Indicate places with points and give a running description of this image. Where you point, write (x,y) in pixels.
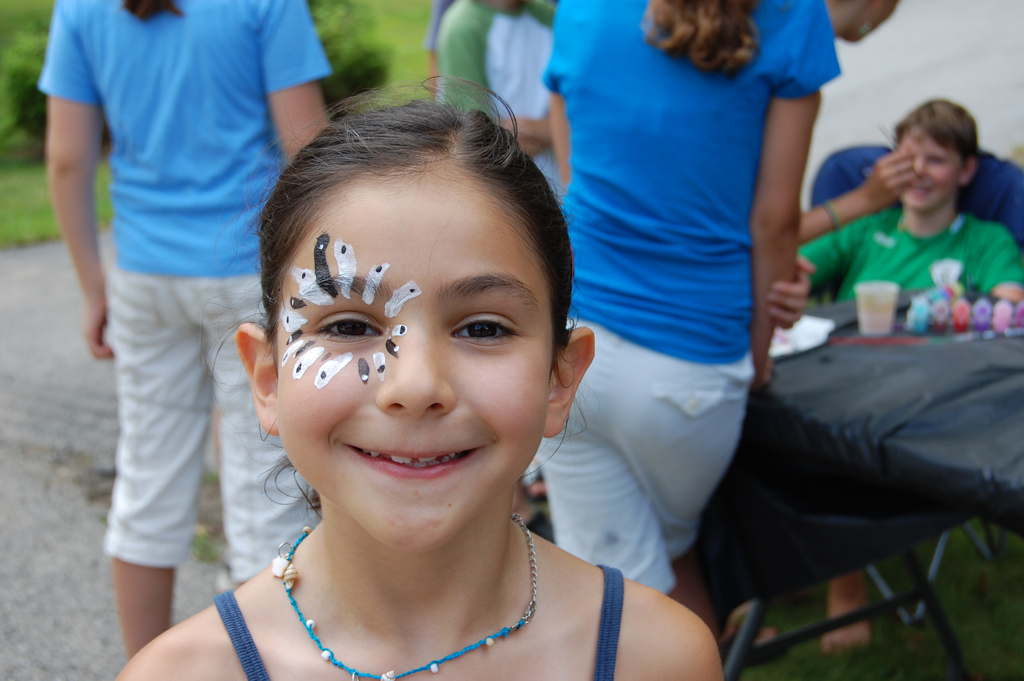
In this image I can see group of people (394,153) some are standing and some are sitting. The person (312,504) in front (624,657) wearing blue color dress (607,639). Background (960,310) I can see few glasses (862,319), bottles (947,322) on the table (842,402) and trees (366,47) in green color.
